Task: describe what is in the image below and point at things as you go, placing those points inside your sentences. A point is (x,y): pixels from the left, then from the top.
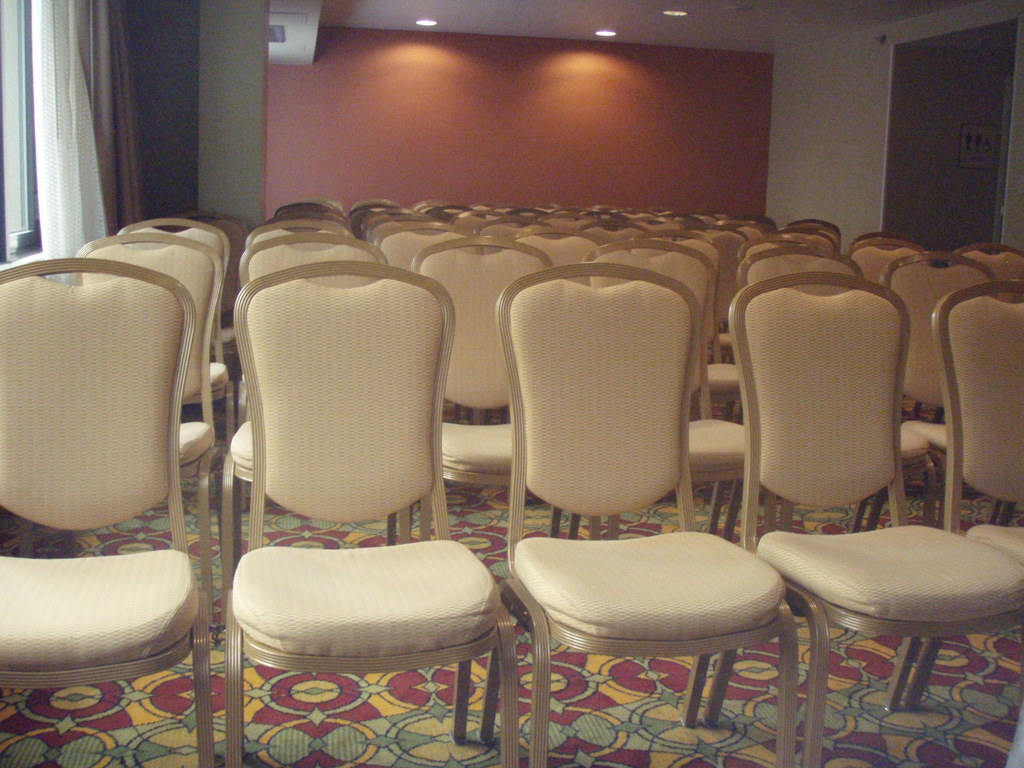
In a hall (278,508) there are a lot of chairs (457,458) arranged in an order, in the left side (76,101) there is a window (8,110) and in front of the window (20,107), there is a curtain (79,72) and in the background (330,122) there is an orange wall (406,74) and above the wall (430,112) there are few lights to the roof (584,12).
